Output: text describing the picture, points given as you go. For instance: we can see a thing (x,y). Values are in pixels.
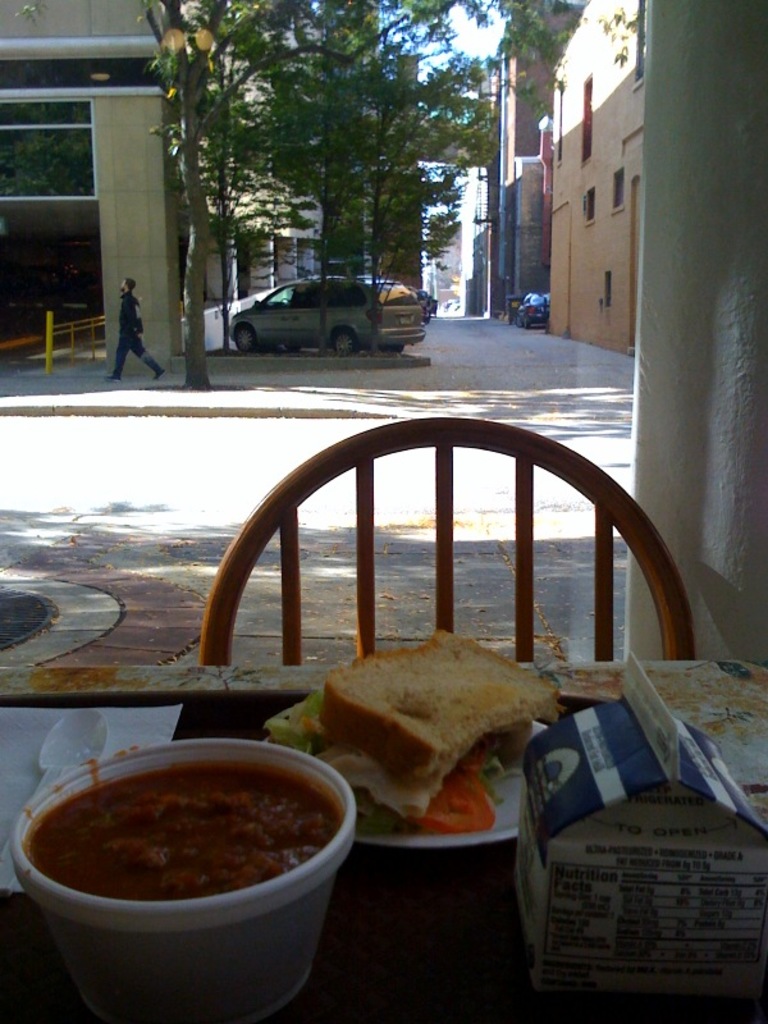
In this picture we can see some food (167,830), spoon (71,751), bread (396,729) and a box (535,899) on the table (365,887), in the background (177,298) a man (139,341) is walking and we can see couple of buildings (619,242), trees (406,209) and cars (343,301).
